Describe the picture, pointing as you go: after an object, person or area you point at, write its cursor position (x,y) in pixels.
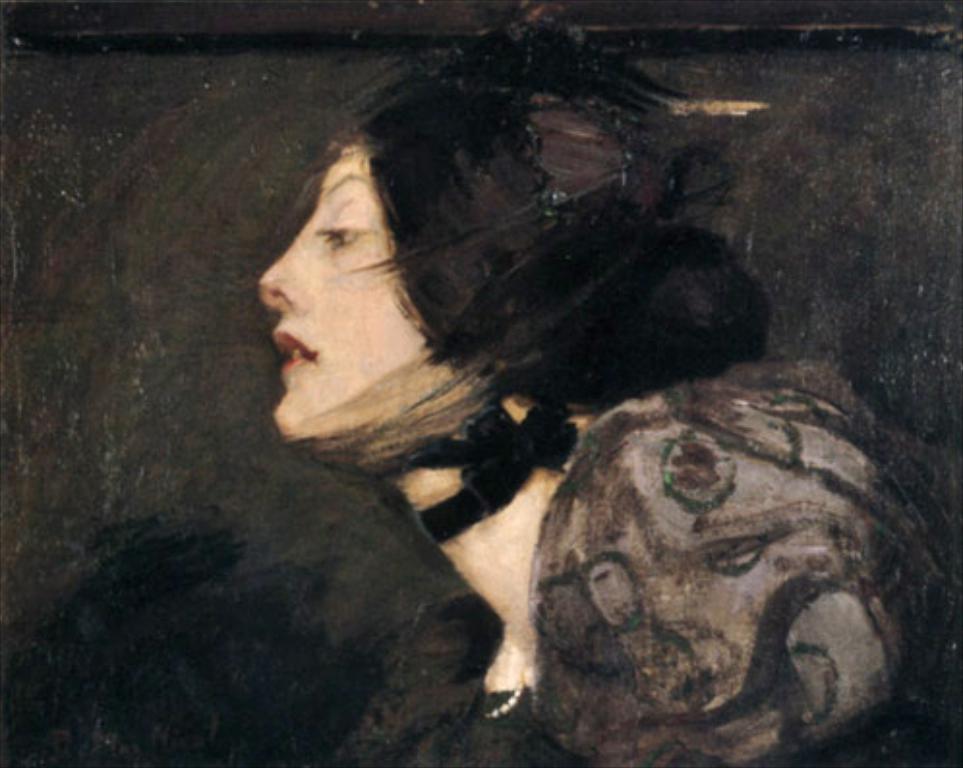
This is the picture of the painting (696,336). In this picture, we see a woman (491,303) is wearing the black dress (433,731). In the background (124,346), it is black in color.
